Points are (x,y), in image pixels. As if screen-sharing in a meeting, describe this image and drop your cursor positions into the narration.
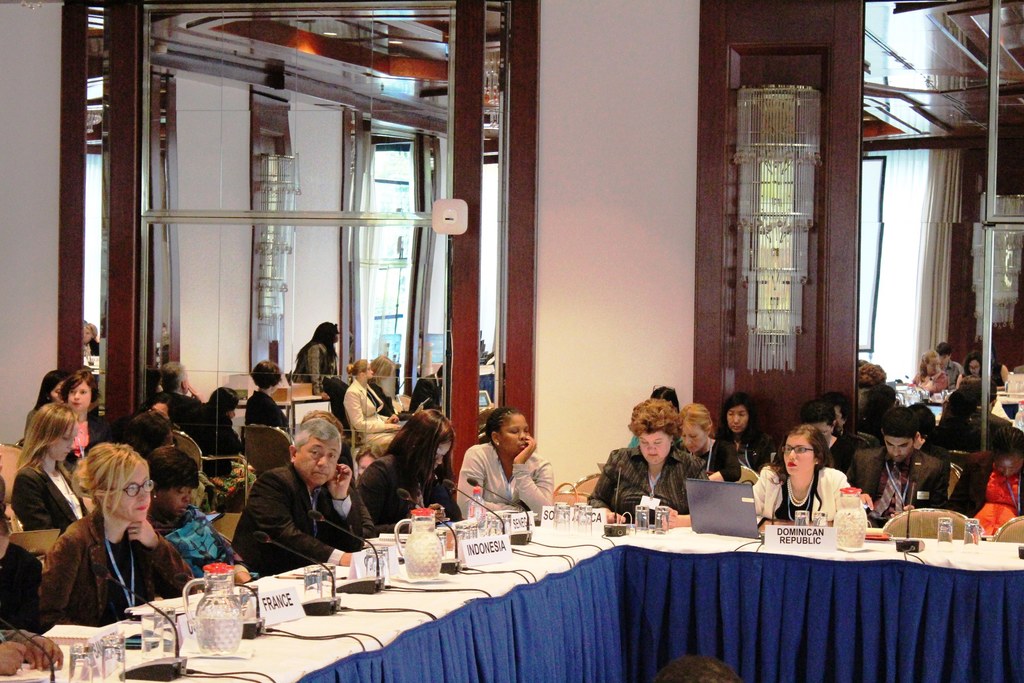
In this image there are group of people (383,466) sitting in chair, and in table (238,665) there is jug (218,651), glass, name paper (290,603), laptop (718,502) and back ground (767,347) there are group of people (149,407) sitting, door (1003,367), chandelier (743,198).
